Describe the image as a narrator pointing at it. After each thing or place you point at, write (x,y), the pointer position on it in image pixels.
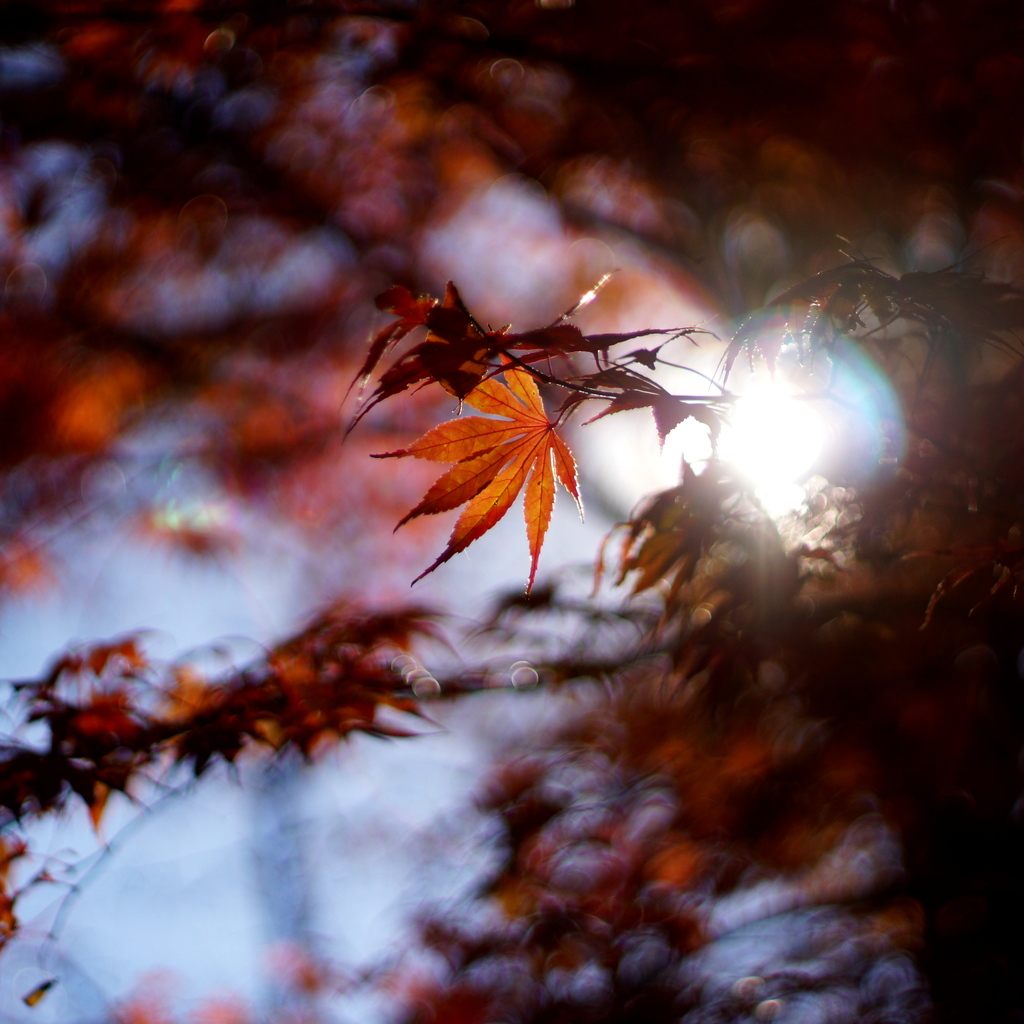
In the image we can see some trees (422,415). Behind the trees (233,747) there is sky (101,907).
